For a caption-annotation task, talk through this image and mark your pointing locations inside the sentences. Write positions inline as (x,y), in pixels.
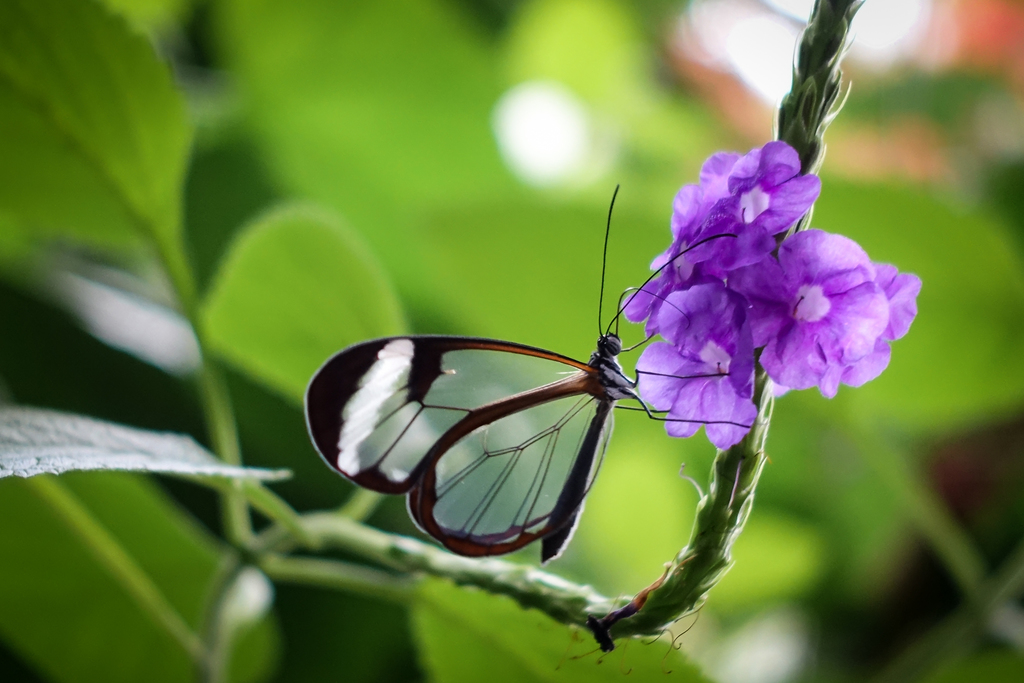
In the picture we can see a plant (587,615) with some flowers (746,280) on it and we can see a butterfly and in the background (798,434), we can see some plants (524,80) which are not clearly visible.
